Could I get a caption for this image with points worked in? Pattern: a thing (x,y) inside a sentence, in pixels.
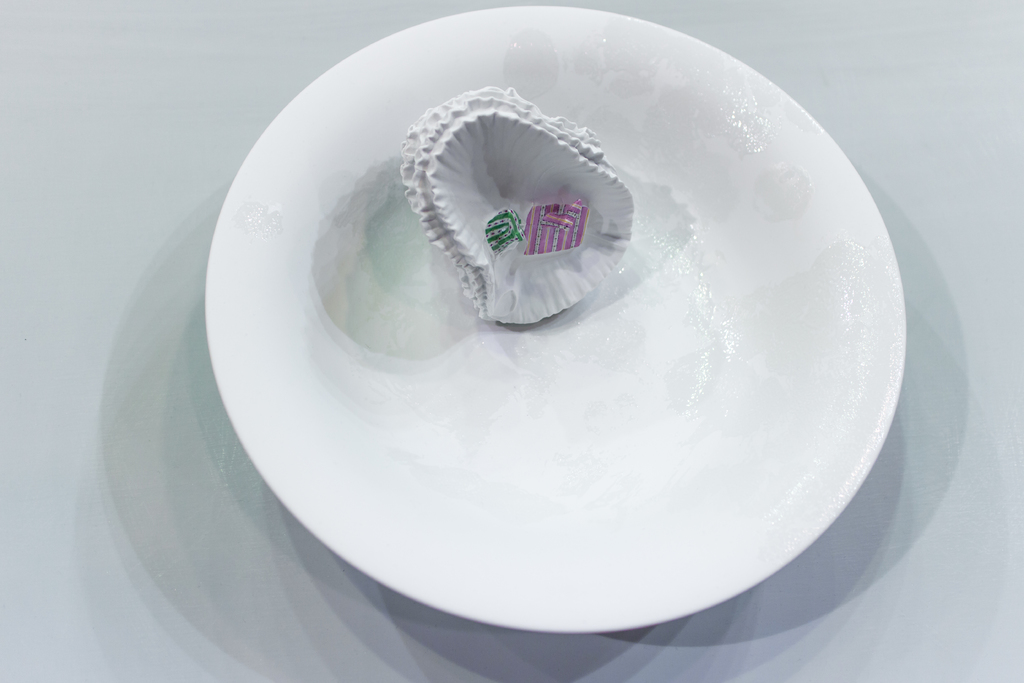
These are the covers (545,226) in a white color plate (555,427).
